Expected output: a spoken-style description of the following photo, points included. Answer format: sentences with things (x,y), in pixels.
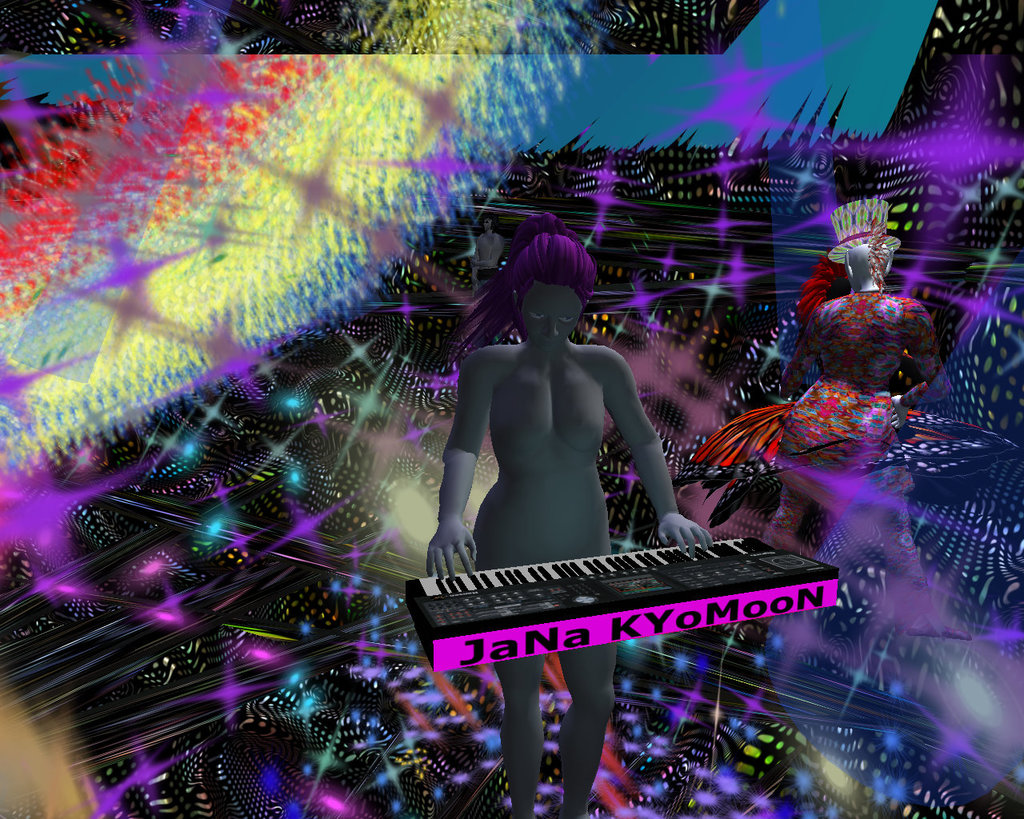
This is animated picture, there is a woman (520,537) standing and playing piano keyboard (580,606). In the background (857,593) it is colorful.
